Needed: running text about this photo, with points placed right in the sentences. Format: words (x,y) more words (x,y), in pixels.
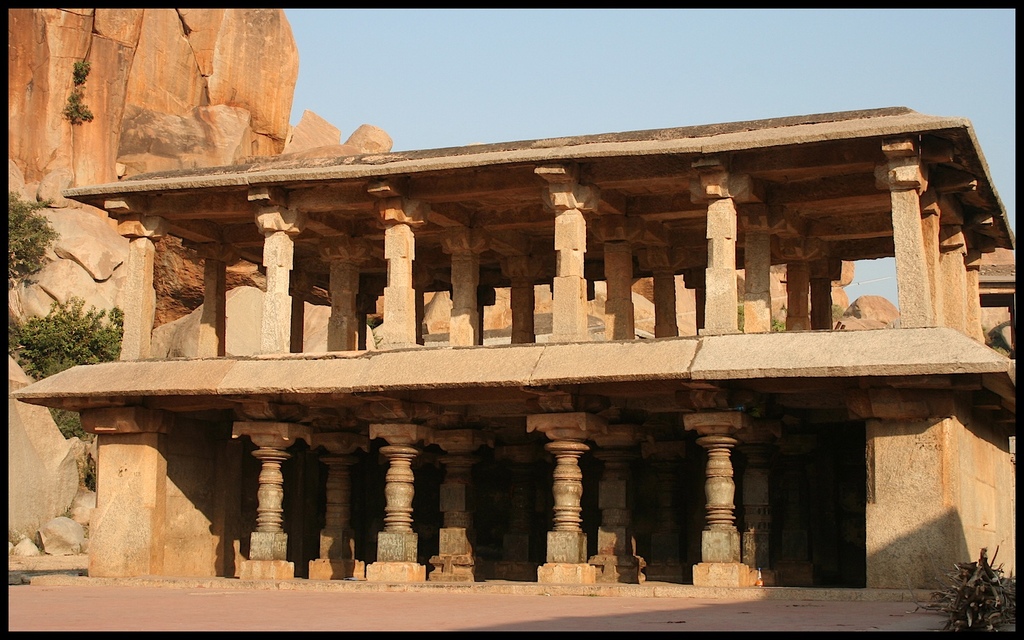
In this image we can see a monument (541,267). On the left side (38,314), we can see the plants (33,225) and rocks (101,92). In the bottom right (978,598) we have a plant (953,604). At the top (482,44) we can see the sky (424,44).
